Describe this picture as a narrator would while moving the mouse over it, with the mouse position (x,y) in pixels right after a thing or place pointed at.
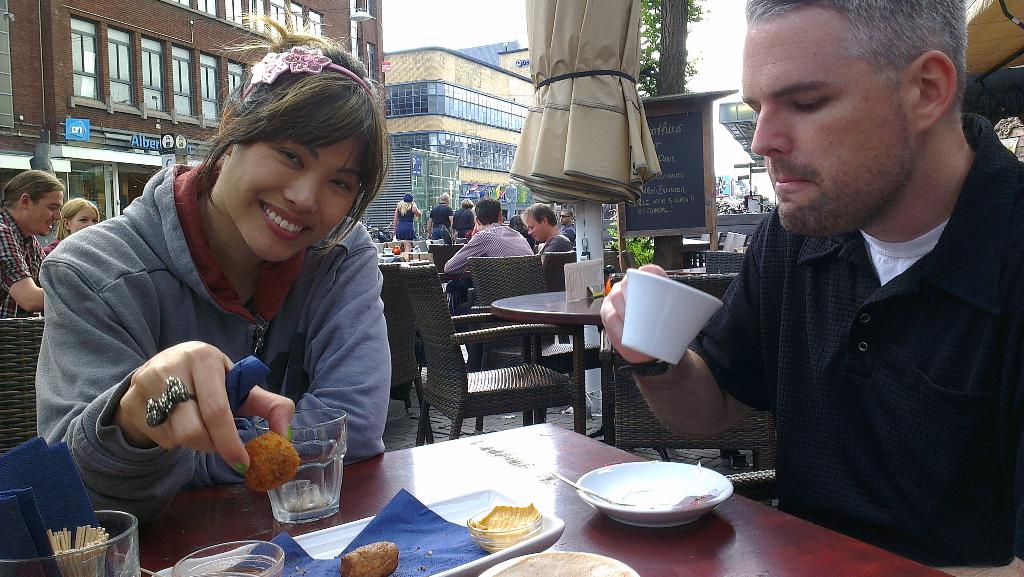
In this picture I can observe a woman (314,280) and man (830,209) sitting on the chairs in front of a table (481,478). I can observe glasses (320,465) and some food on the table (507,479). In the background (28,250) there are some people (474,239) sitting on the chairs (498,266) in front of their respective tables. I can observe buildings (415,100) and sky (441,24) in the background (434,24).
